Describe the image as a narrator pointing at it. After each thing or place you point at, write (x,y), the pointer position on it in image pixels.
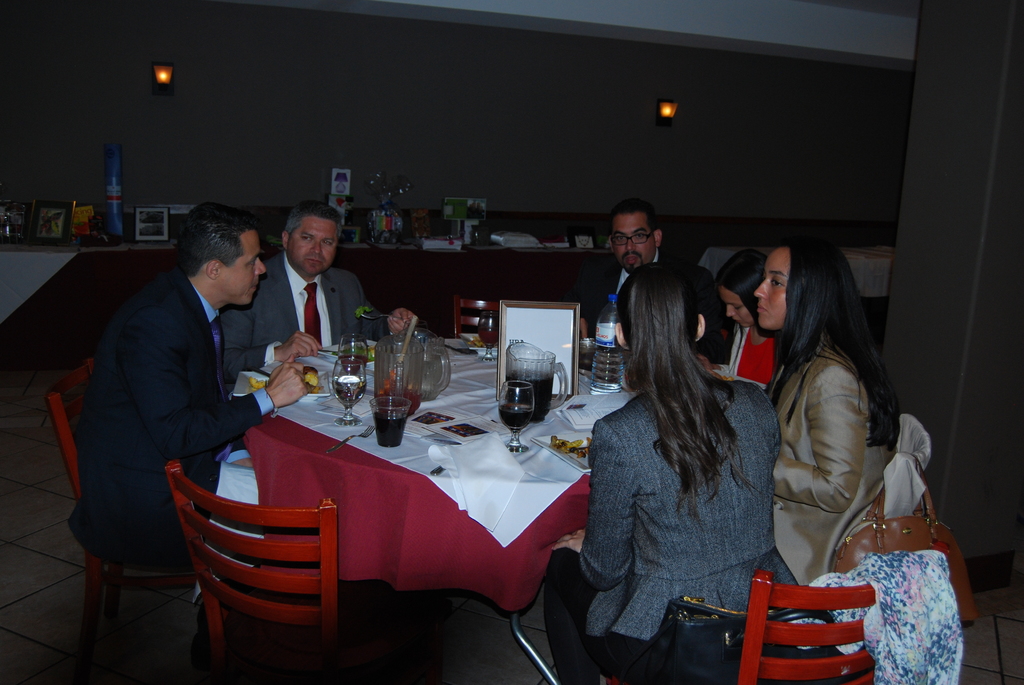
In this image we can see a group of people (314,268) sitting in front of a table (479,575) on chairs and in front of them there is soft drinks (520,411) present in glasses (521,407), there is a bottle of water (607,360) present.
